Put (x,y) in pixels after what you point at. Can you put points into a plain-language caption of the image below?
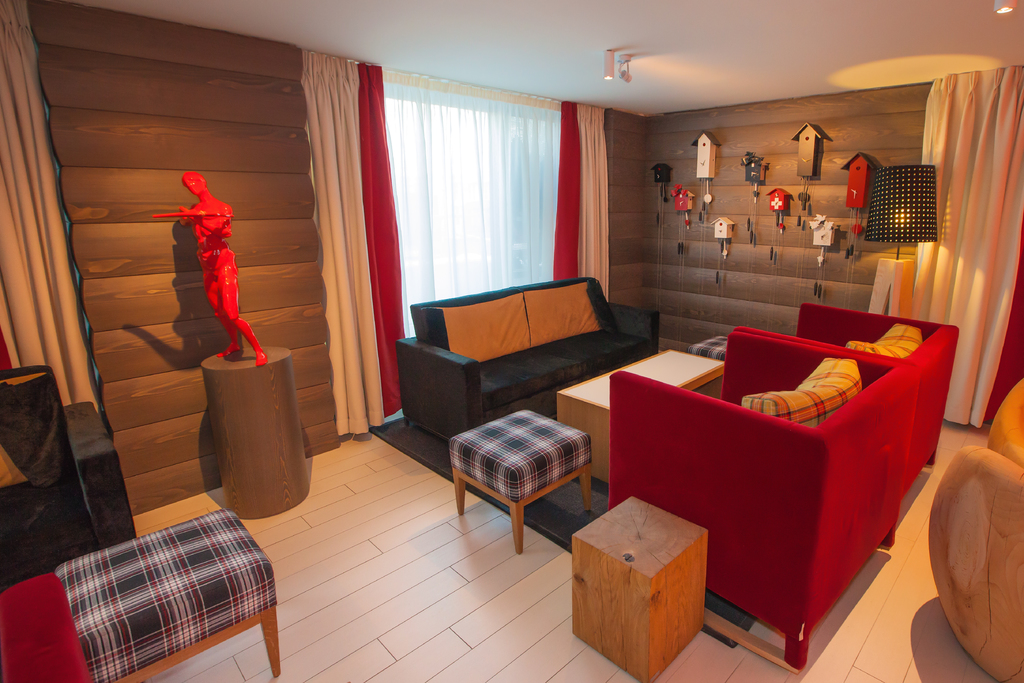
This is inside view picture of a house (320,372). Here we can see few cuckoo clocks (857,234) over the wall (736,248). These are curtains (376,248) in white and red in colour. This is a floor (439,585). Here we can see sofa (453,362) and a table (654,356). These are the chairs (989,538). Here we can see a statue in red color on the stand (264,463).
